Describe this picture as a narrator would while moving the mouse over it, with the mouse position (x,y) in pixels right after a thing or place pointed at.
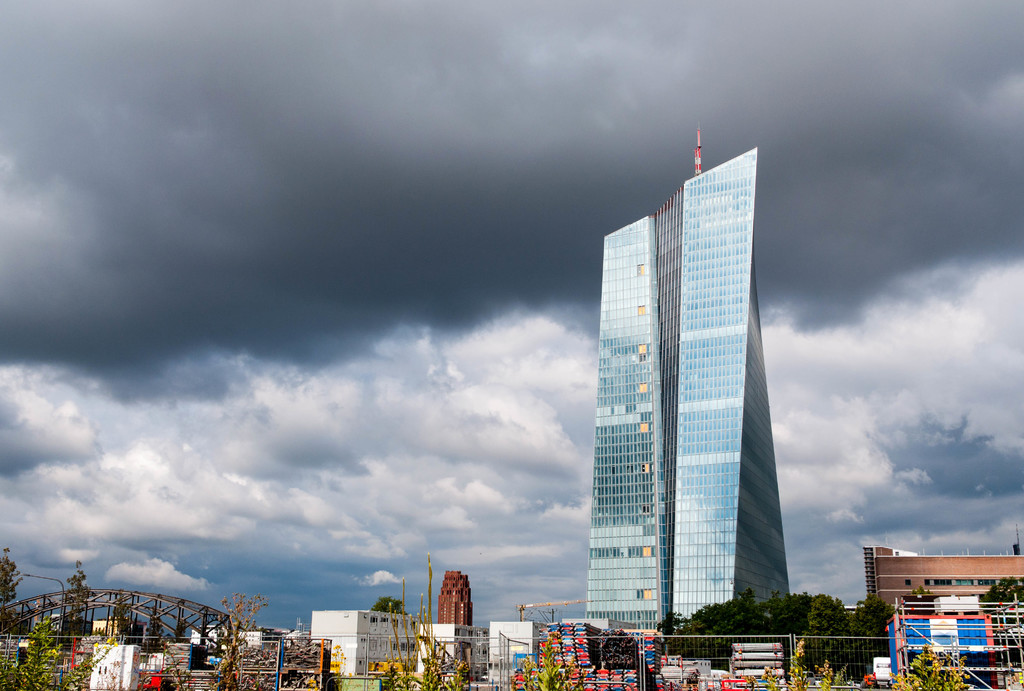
These are the buildings (688,516). I think this is an arch (205,625). I can see the plants (232,666) and trees (879,616). This looks like a fence (697,659). These are the clouds (446,273) in the sky (548,195).
